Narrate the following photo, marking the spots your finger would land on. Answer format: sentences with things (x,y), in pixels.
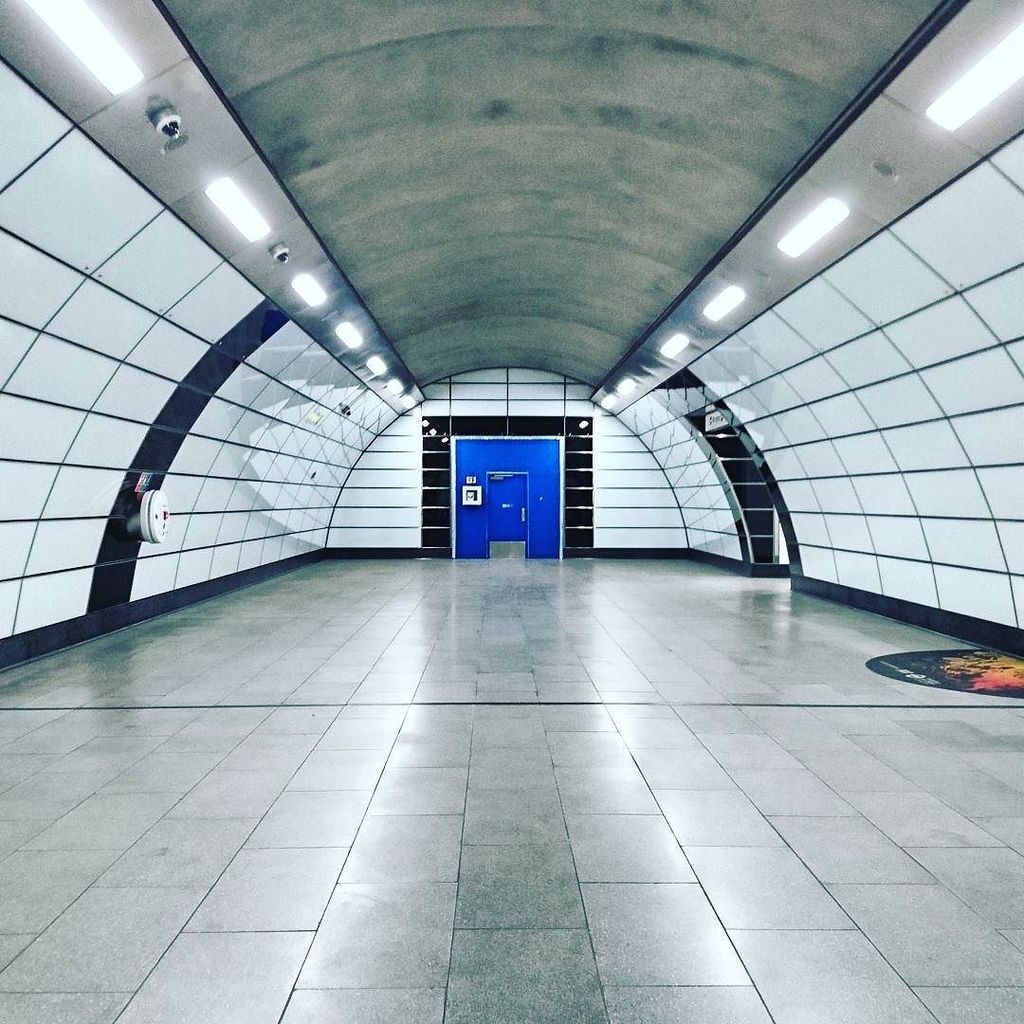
In the center of the image (457,465) there is a door (494,475). On the right (1008,100) and left side of the image (277,534) we can see lights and wall (848,424).
